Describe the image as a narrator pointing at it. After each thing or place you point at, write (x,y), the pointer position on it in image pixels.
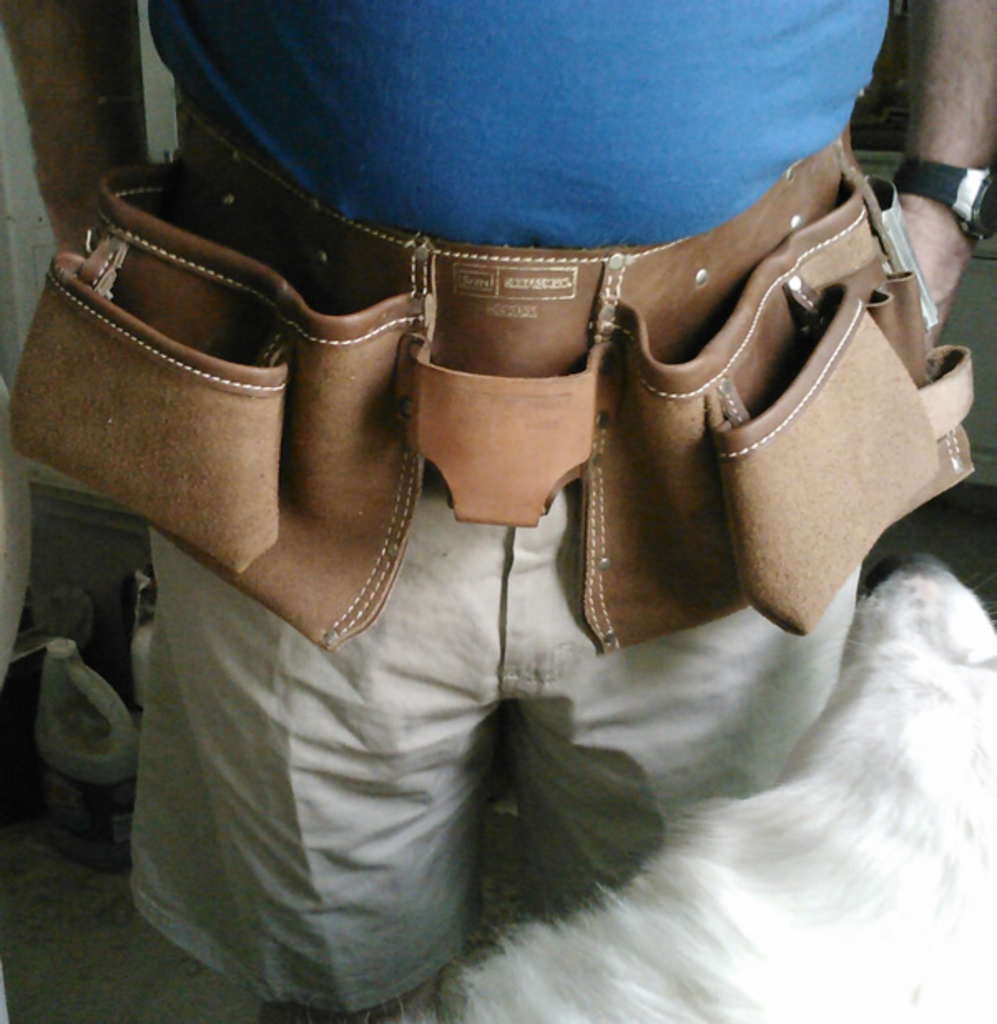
In this picture I can see a person (563,61) is wearing blue color top (551,126), a tool belt (527,438) and shorts (410,746). Here I can see a watch (967,211) on the hand (958,211). In the background (94,859) I can see some other objects (2,586).
